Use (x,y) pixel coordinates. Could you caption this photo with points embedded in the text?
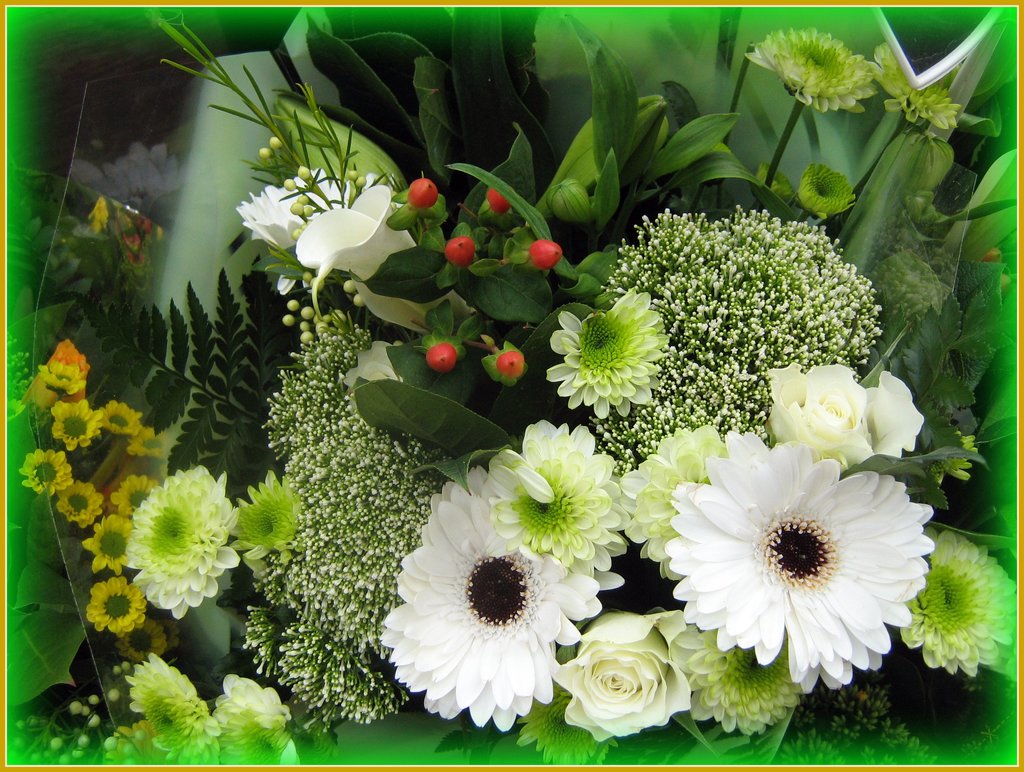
In this image we can see a flower bouquet (391,292).
